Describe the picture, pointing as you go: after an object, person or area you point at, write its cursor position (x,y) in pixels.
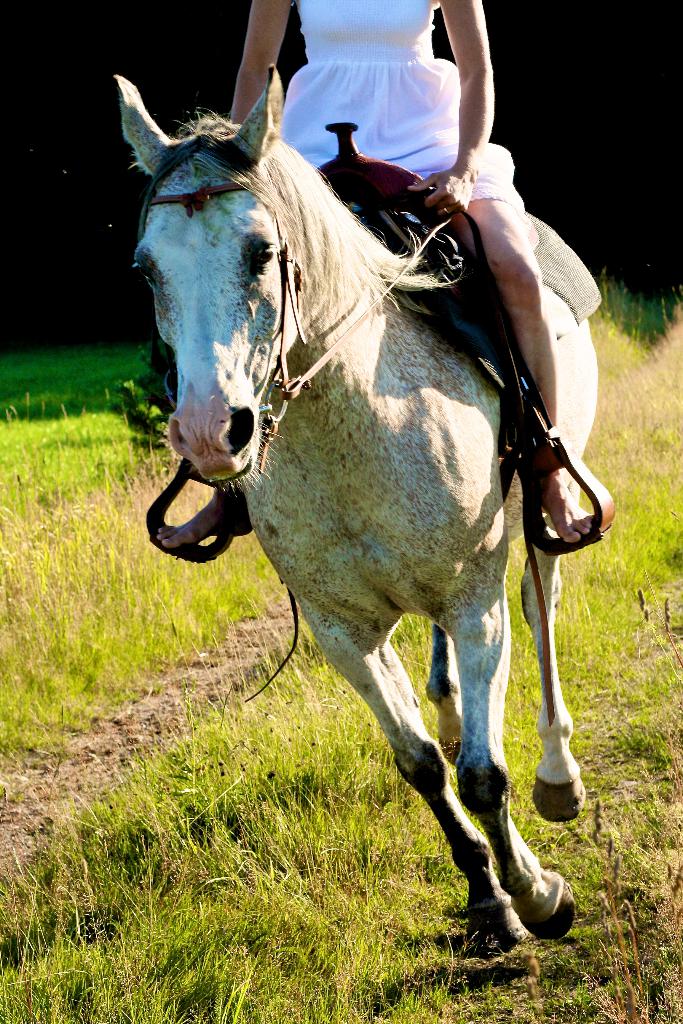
In this picture we can see a person (389,91) on the horse (367,565). And this is grass (78,590).
